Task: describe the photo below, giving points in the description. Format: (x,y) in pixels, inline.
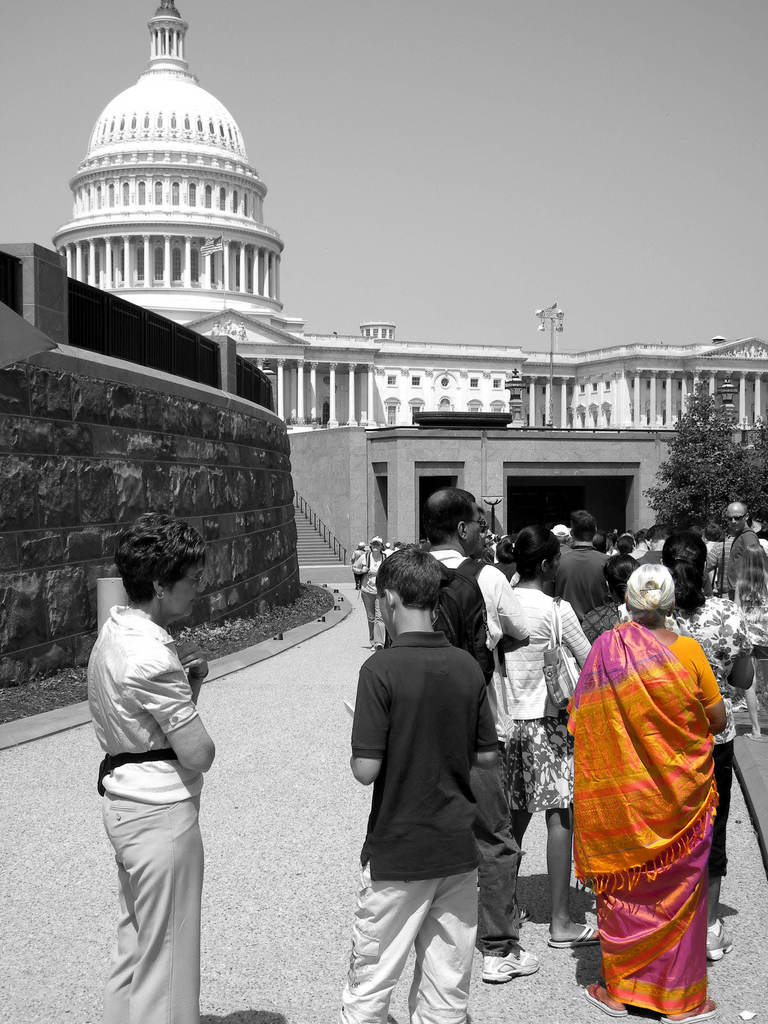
In this image we can see the building (317,494), there is a brick wall (184,410), trees (663,504), grass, stairs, road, few people (676,713) standing, we can see the sky (513,193).
